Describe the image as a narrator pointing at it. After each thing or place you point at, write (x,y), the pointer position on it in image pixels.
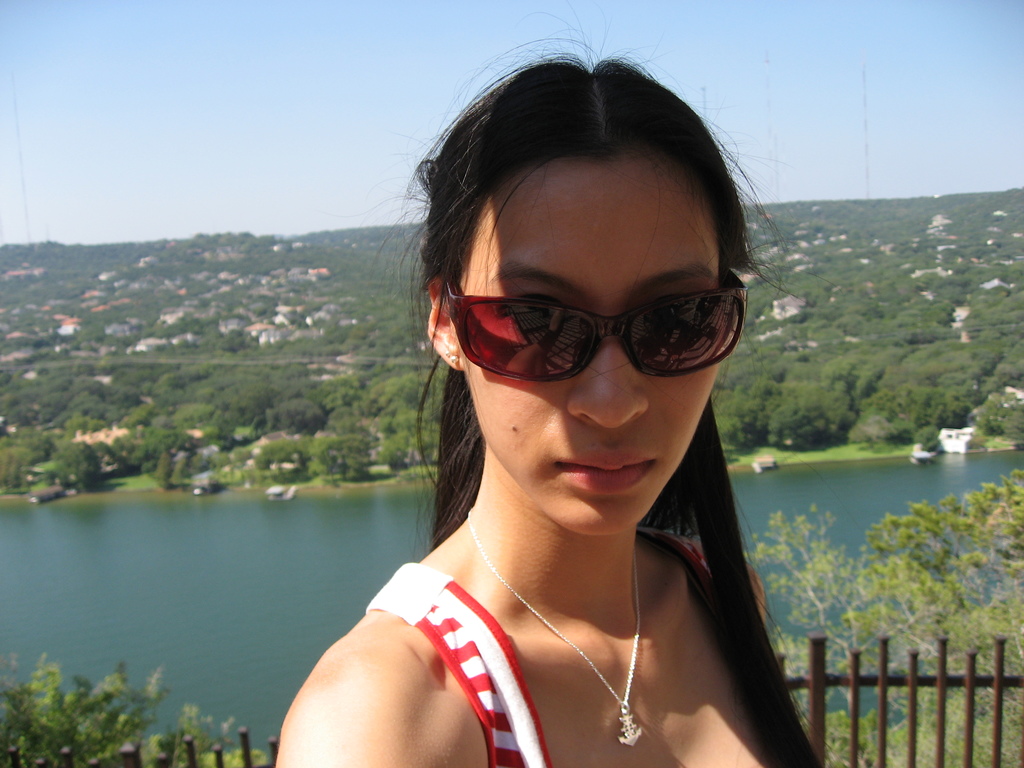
In this picture we can see a woman (366,689). There is some fencing (971,736). We can see a few plants (116,740), trees (297,340) and buildings (999,281) in the background (972,569).
